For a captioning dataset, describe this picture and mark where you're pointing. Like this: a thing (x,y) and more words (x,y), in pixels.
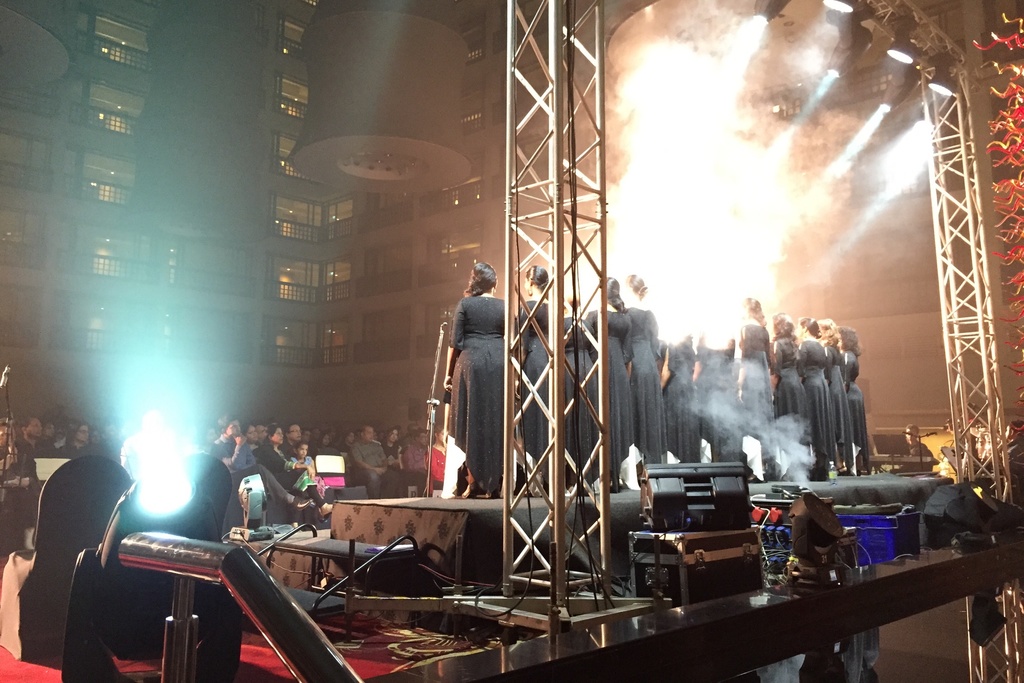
In this picture there is a stage (465,554) in the center of the image (461,300), on which there are girls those who are standing in series and there is a mic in front of them and there are other people (298,446) those who are sitting as audience (343,437) in the image, there are spotlights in the image and there is a building (268,146) in the background area of the image (413,127), there is a table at the bottom side of the image (671,556), on which there are speakers (714,499) and other items (735,550) on it.
